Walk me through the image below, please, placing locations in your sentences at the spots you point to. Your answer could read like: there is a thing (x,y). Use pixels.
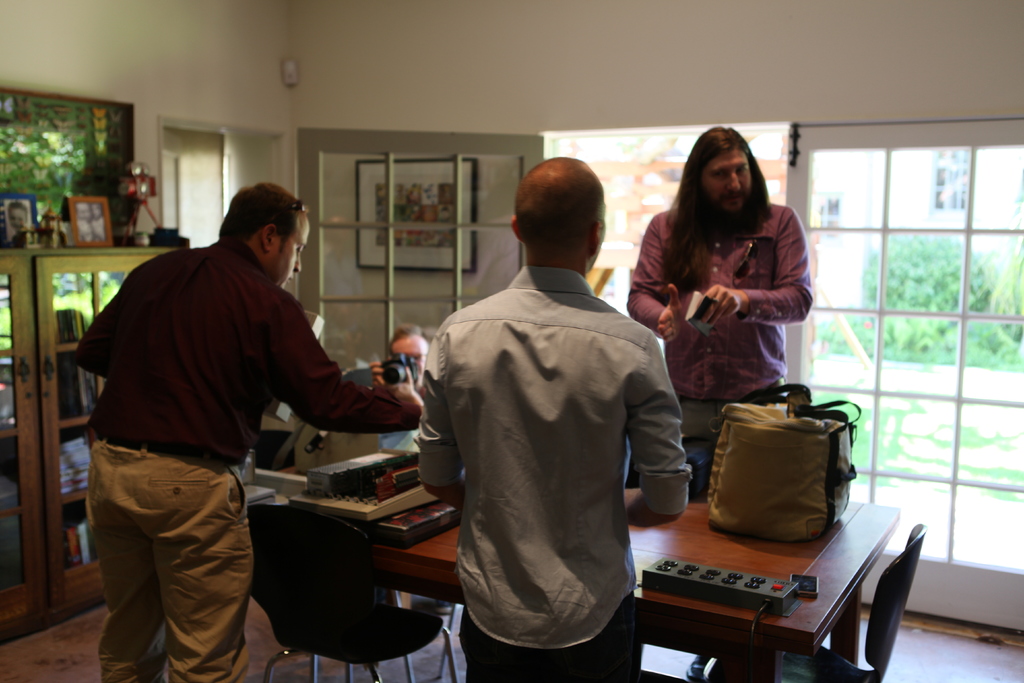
There are three persons (519,369) standing. In the back (703,277) a person (690,292) is standing and holding a book (704,301). Another person (401,441) is sitting in the back (393,378) and holding a camera (393,367). There is a table (385,566) and a chair (356,554). On the table (631,528) there is a bag (752,464), extension board (710,586) and some other item (368,483). In the background (922,285) there is a door (914,247), photo frame (442,195), cupboard (54,310). Inside the cupboard (74,419) there are books (80,396). On the cupboard (65,254) there are photo frames (83,220). Behind that there is another photo frame (52,135).
